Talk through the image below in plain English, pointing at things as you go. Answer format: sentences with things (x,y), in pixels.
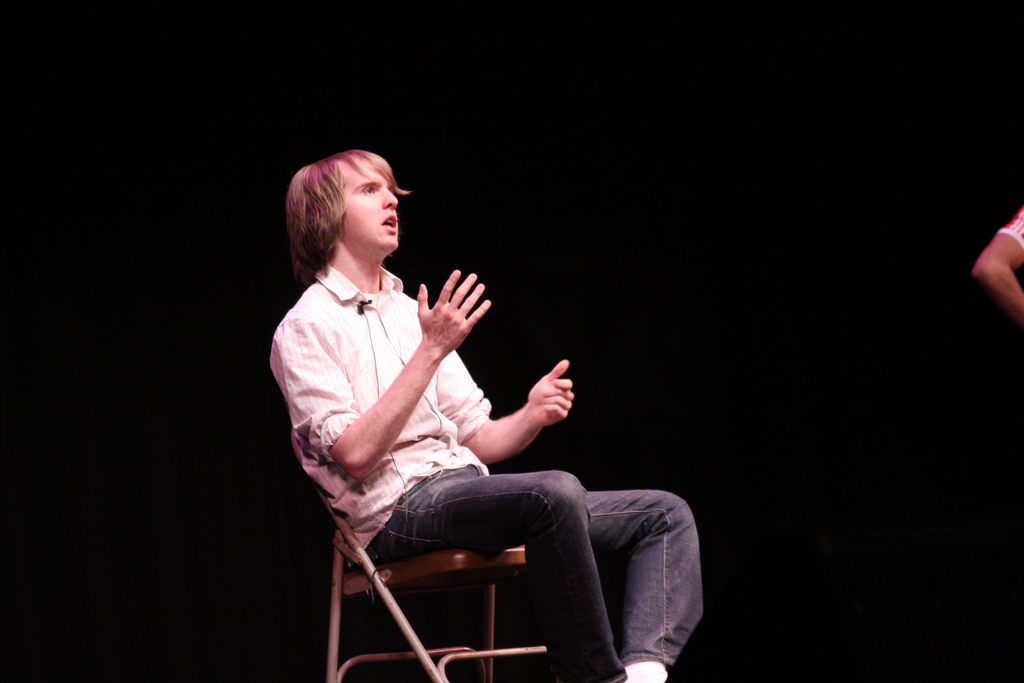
In the picture there is a man (391,413) sitting on the chair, beside the man (380,495) there is a hand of a person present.
